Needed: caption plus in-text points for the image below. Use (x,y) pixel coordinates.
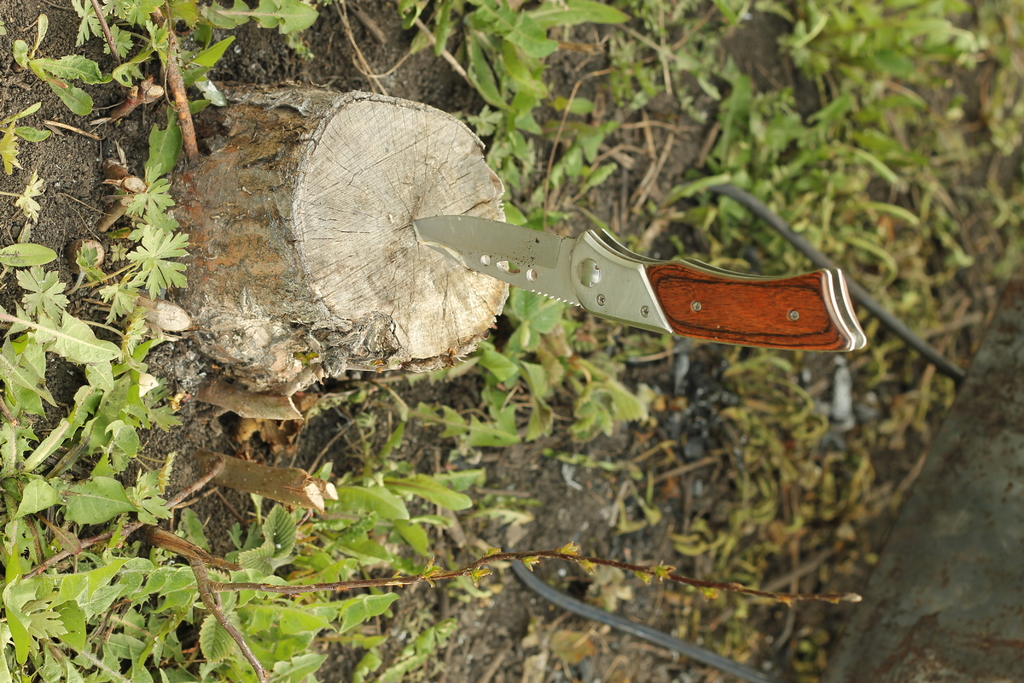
In this image we can see a knife (539,291) penetrated into a log of wood (317,259). In the background (389,518) we can see ground (47,238) and plants (122,354).
